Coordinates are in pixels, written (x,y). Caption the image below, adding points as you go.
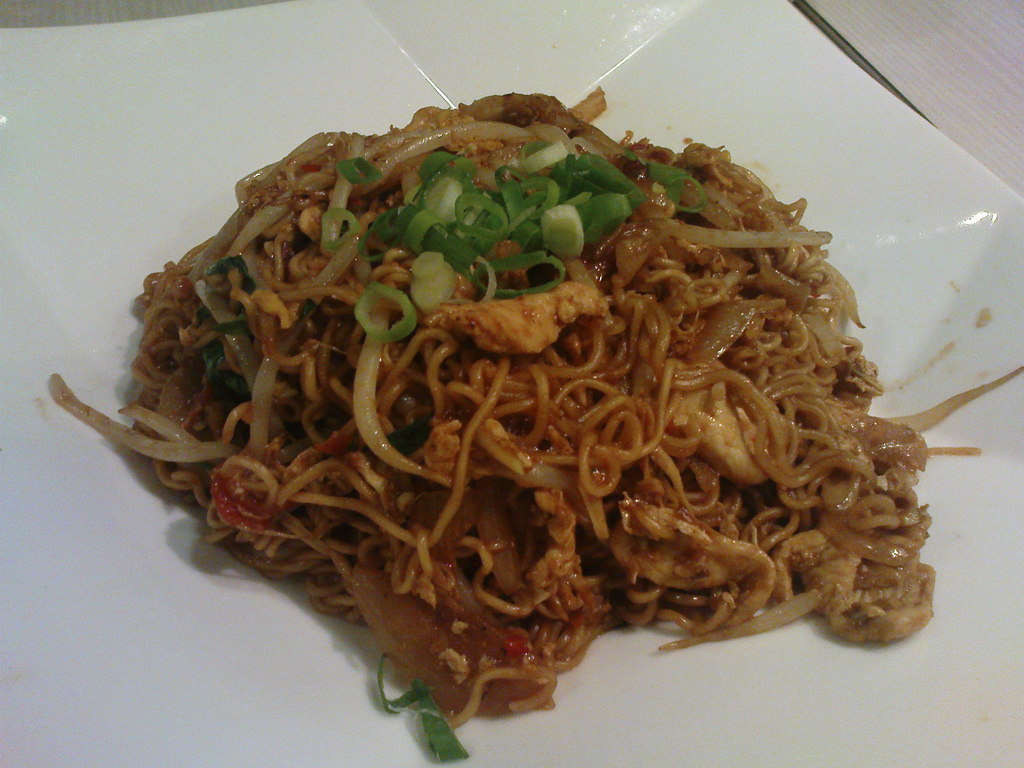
In this image we can see a food item (667,453) on the white surface (352,729). On the right side (914,11) top of the image (964,54) there is a white background (954,43).
